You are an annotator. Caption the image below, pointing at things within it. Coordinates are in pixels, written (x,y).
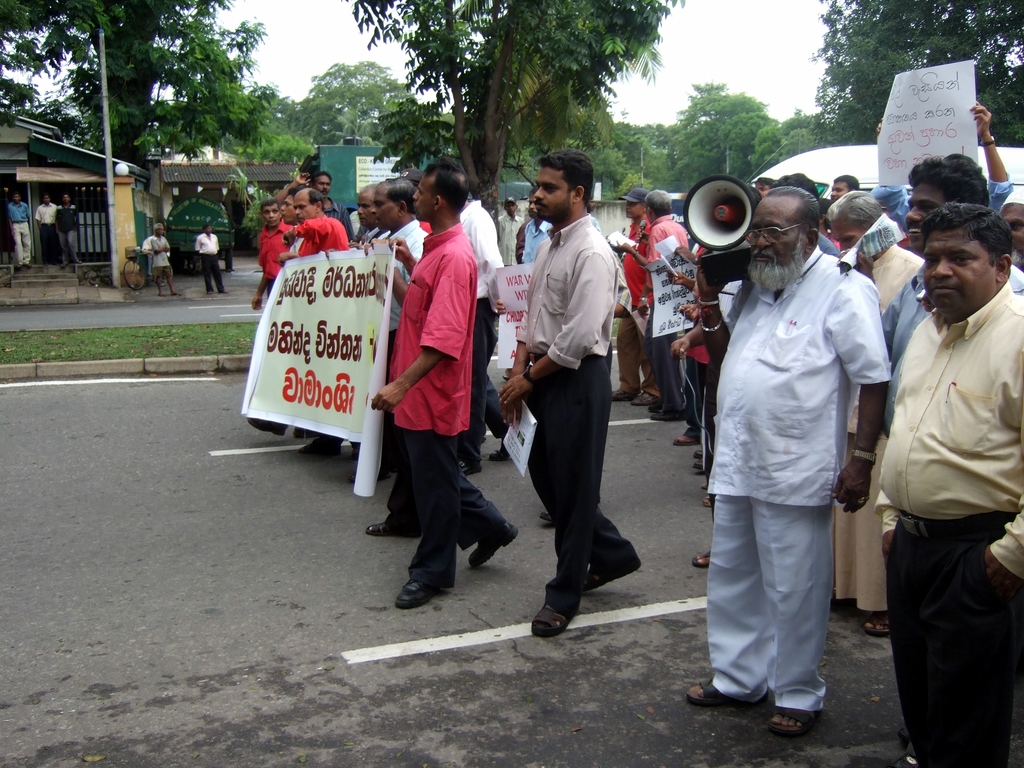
In the center of the image (439,492) there are people (622,269) walking on the road (77,499) holding a banner (301,404). In the background of the image (88,115) there are trees (251,122), house (42,187). There is a gate (95,207). At the bottom of the image (280,726) there is road (345,723).
